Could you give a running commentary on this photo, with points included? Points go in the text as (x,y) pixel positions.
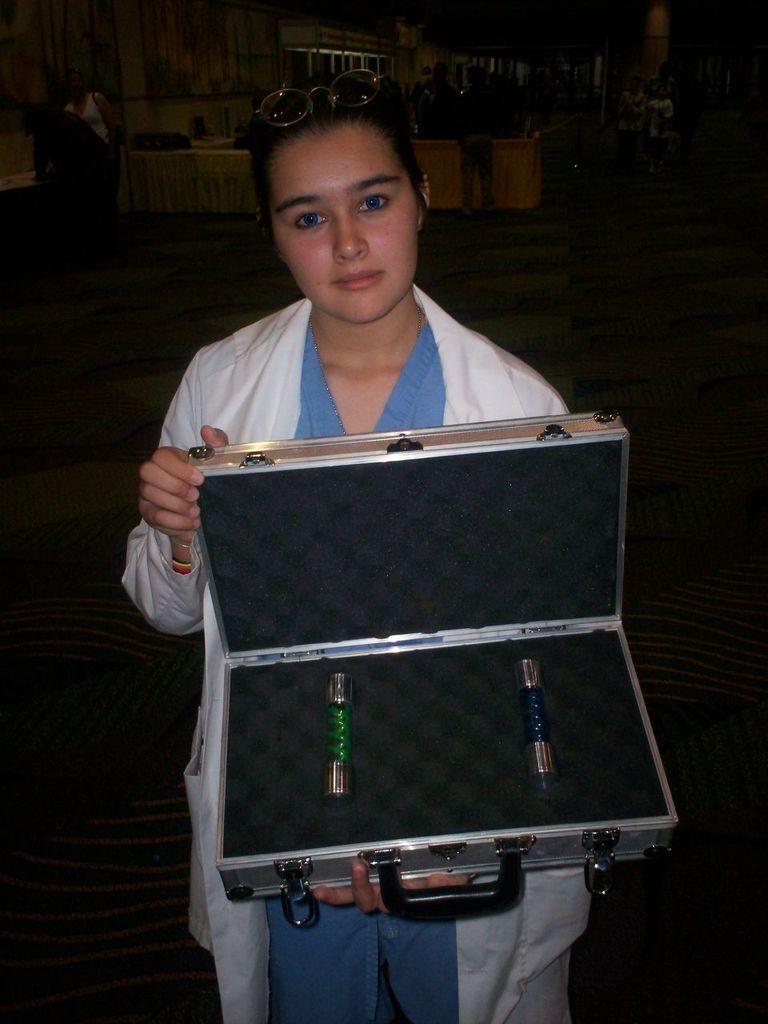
The woman (347,268) in white jacket (253,433) is holding a box (547,520) with 2 bottles (350,741). Far there are other persons (632,90) standing and we can able to see tables (501,176).
